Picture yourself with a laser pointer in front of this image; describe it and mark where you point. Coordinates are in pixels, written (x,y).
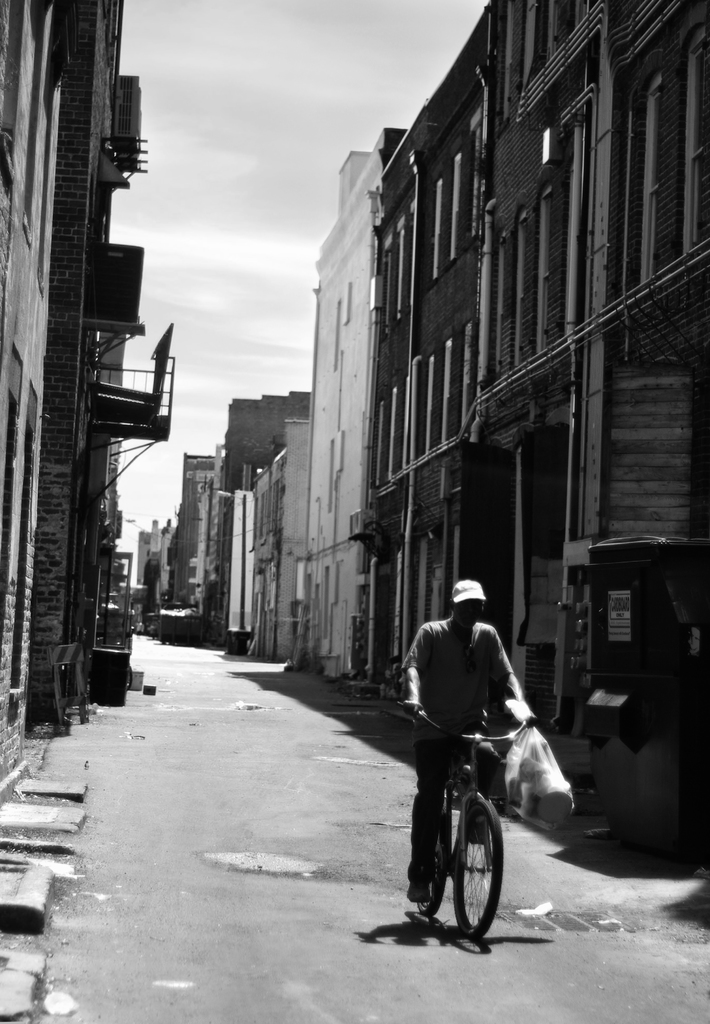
a person (439,638) is riding a bicycle (452,799) on the road (216,810). at the left (227,555) and right to him there are buildings (493,445).
